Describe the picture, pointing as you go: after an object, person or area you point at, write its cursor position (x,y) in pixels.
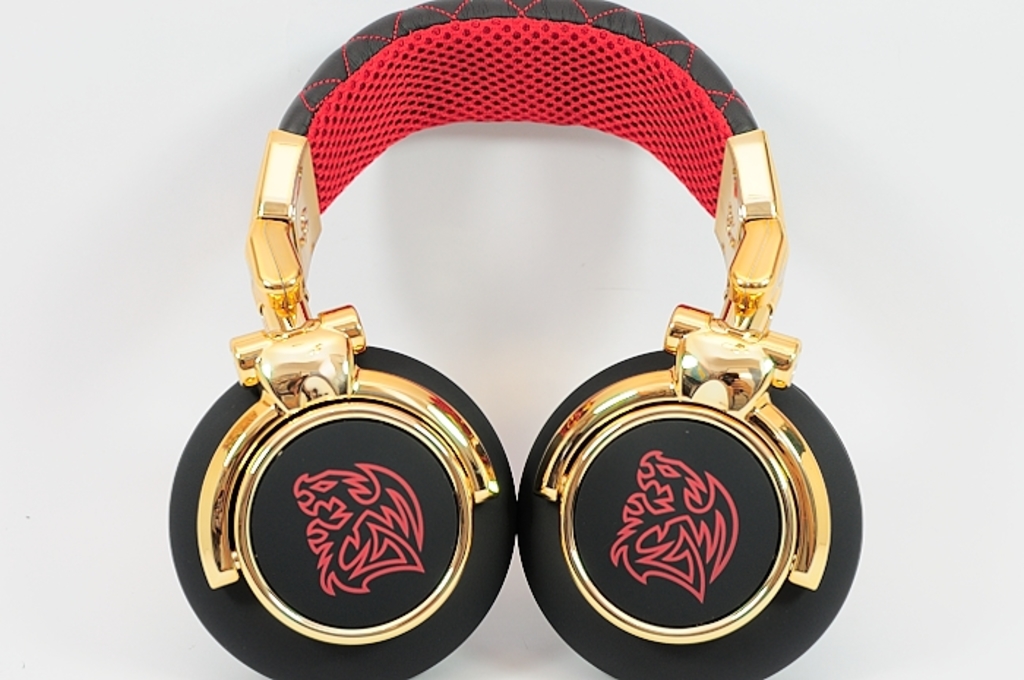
In the center of the image (485,417) we can see a headset (448,453) which is in red color.
